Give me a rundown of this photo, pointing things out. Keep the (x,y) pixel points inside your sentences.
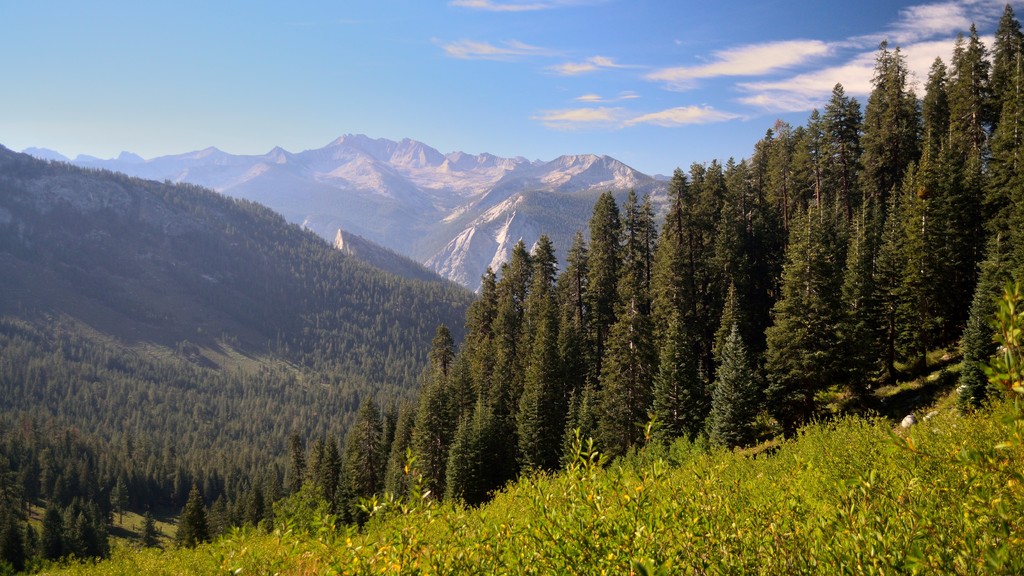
In this image I can see few trees (777,304) which are green in color on the ground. In the background (459,281) I can see few mountains (198,254), few trees (241,237) on the mountains (278,306) and the sky (396,86).
